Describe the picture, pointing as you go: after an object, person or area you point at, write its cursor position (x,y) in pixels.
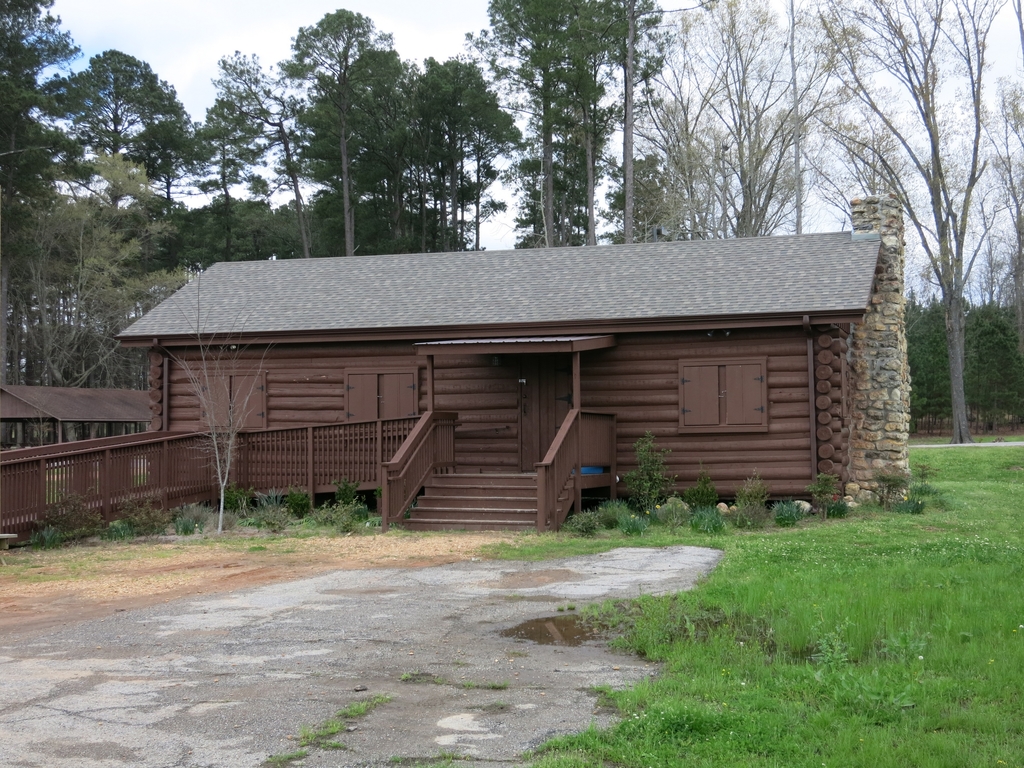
In this image I can see the ground (416,656), some grass (785,659) on the ground (870,592), few plants (671,513), the railing (266,482) and a house (381,375) which is brown and grey in color. In the background (429,218) I can see few trees (330,166) and the sky (167,22).
